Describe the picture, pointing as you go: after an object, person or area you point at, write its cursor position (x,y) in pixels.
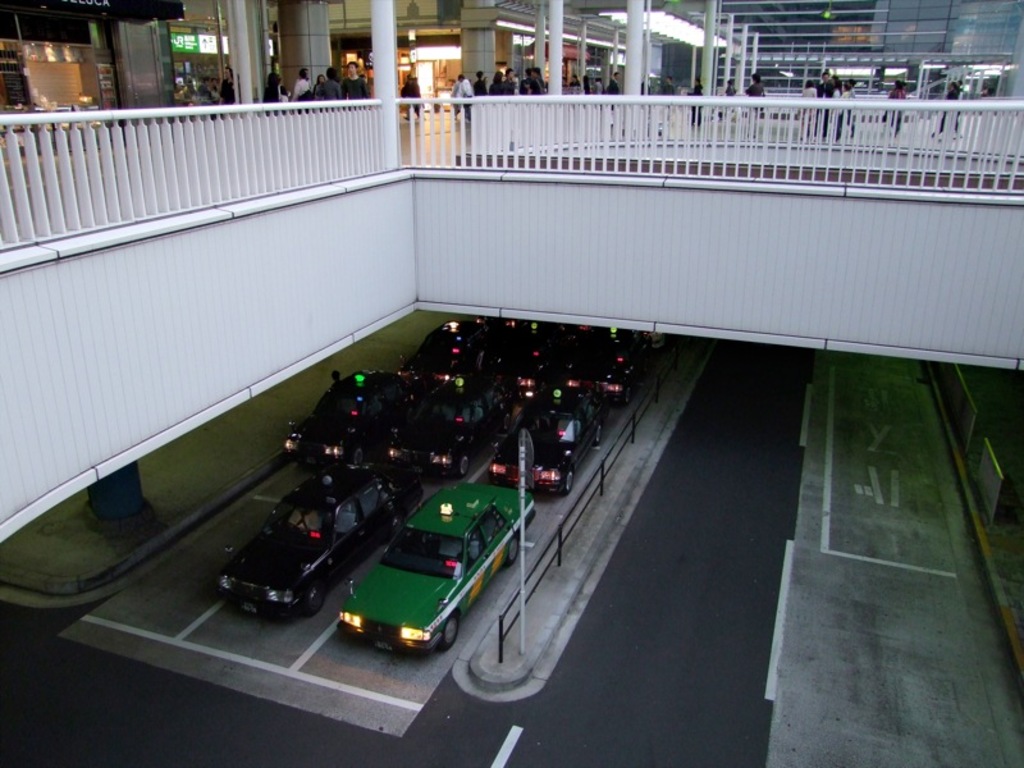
In this image there are few cars (518,533) at the bottom (399,564). At the top (548,87) there is a floor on which there are so many people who are walking on it. In between them there are pillars (555,52). There are stores (400,55) on the floor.
